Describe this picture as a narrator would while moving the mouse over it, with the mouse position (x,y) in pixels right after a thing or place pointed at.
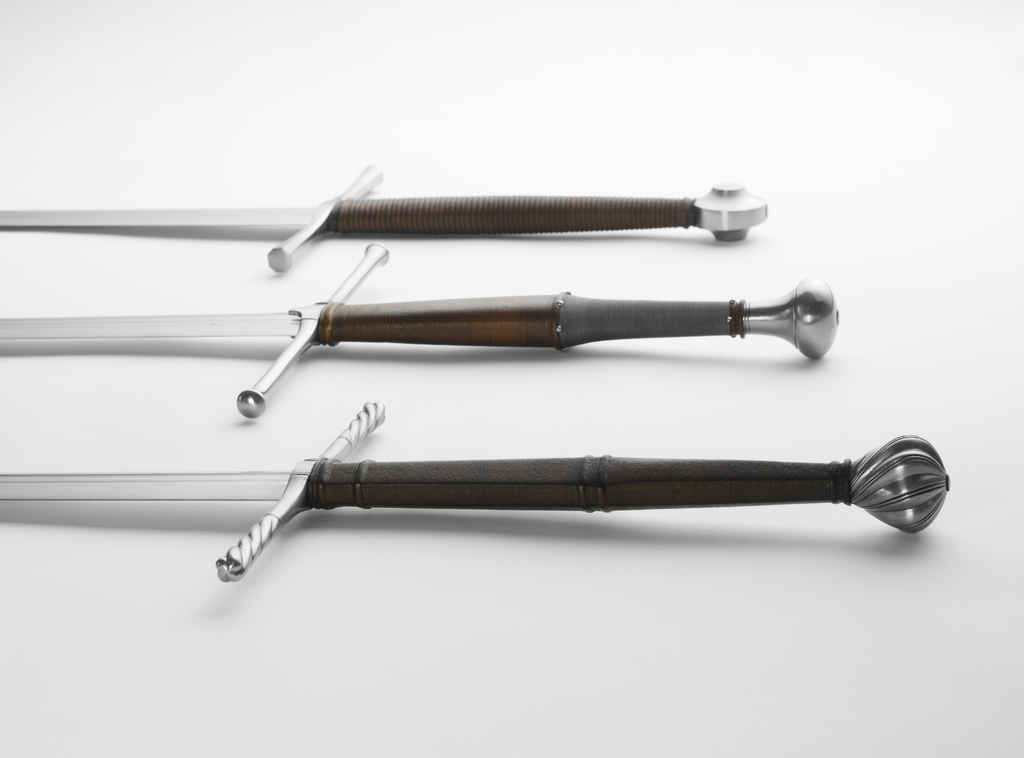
In this image I can see few weapons (525,472) in white, brown and black color. They are on the white color surface (660,450).
